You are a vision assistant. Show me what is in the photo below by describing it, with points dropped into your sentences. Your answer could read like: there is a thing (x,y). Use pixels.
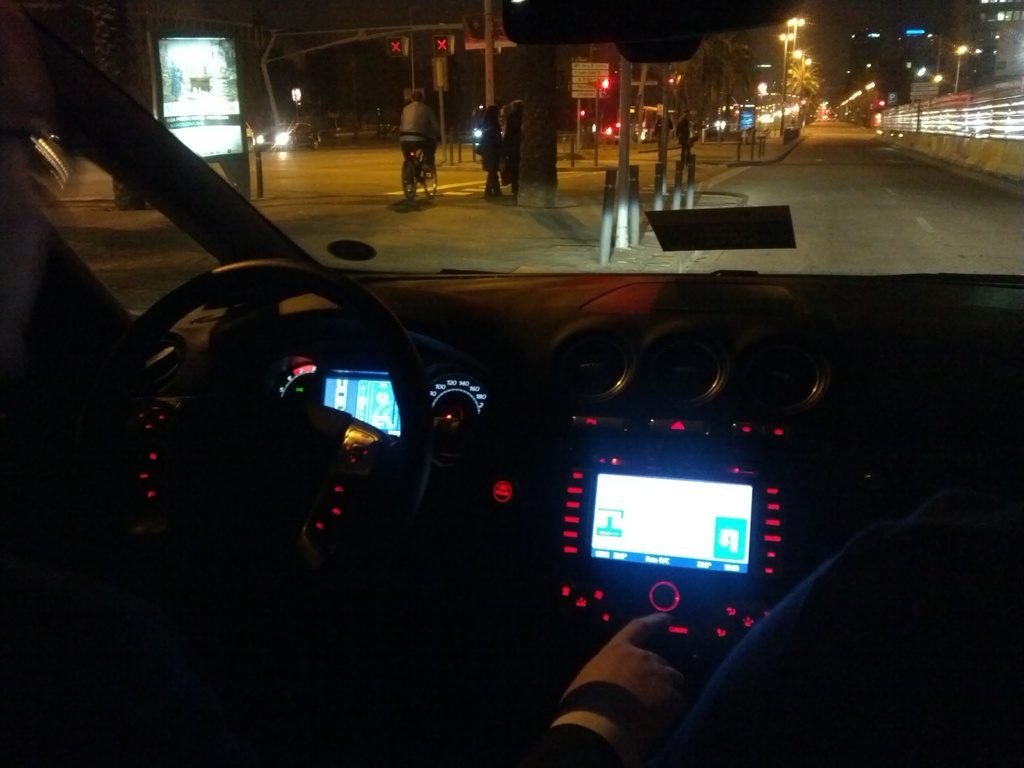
In this picture we can see inside of the vehicle (283,609). We can see hand (651,649) of person's (621,746), steering wheel (338,588), screens (601,543) and windshield (523,240), through this windshield (596,227) we can see people (491,148), poles (662,178), lights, boards (181,76), road (859,152), fence (995,156), buildings (868,61) and trees (319,81).
